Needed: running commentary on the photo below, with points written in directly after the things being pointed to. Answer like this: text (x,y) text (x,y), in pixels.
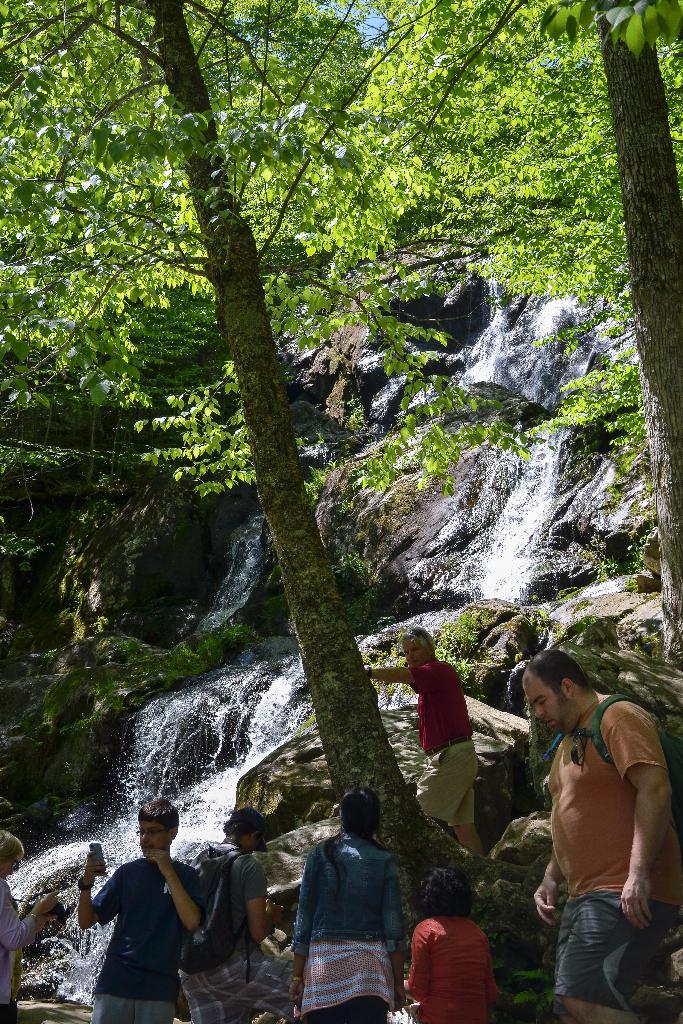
In this image I can see the group of people (325,931) with different color dresses (296,943). I can see two people (568,912) are wearing the bags (223,930) and one person (162,920) holding the camera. To the side of these people (347,823) I can see the water (392,631) flowing from the rocks (377,496). I can also see many trees (298,528) and the sky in the back (282,13).
